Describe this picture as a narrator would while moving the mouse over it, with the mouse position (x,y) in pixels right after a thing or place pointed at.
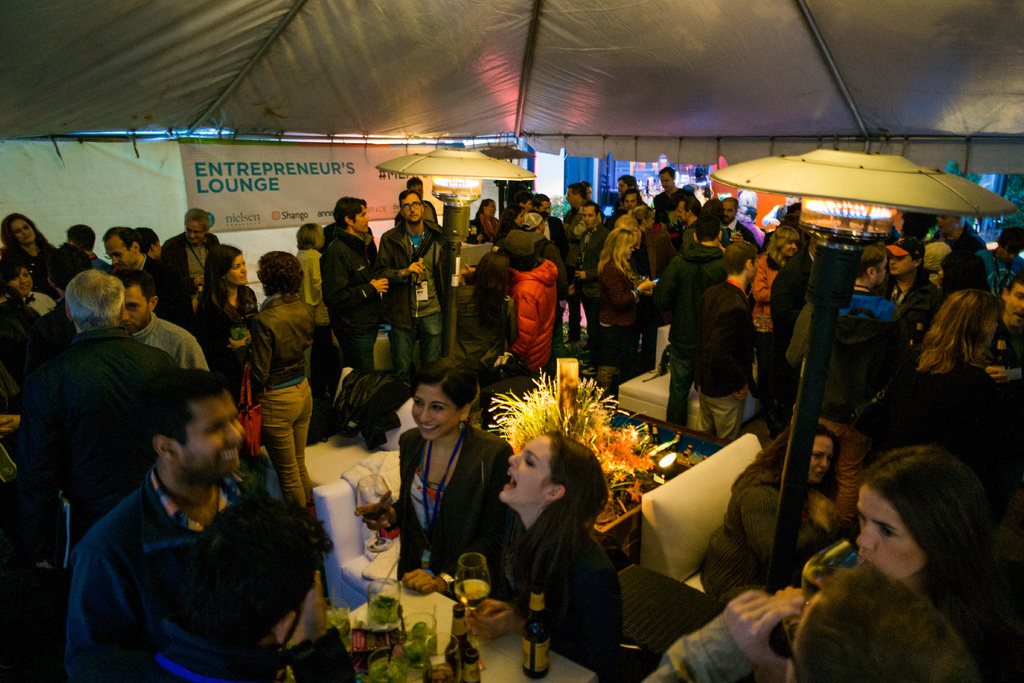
In the center of the image (361,265) we can see a few people (858,379) are standing and a few people (750,517) are sitting. Among them, we can see a few people (401,486) are holding some objects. And we can see chairs (675,502), one table (505,660), bottles (544,660), plants (592,423) and a few other objects (824,395). In the background (317,76) there is a tent (148,164), banner (213,170), lights (398,163), few people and some objects (630,172).
